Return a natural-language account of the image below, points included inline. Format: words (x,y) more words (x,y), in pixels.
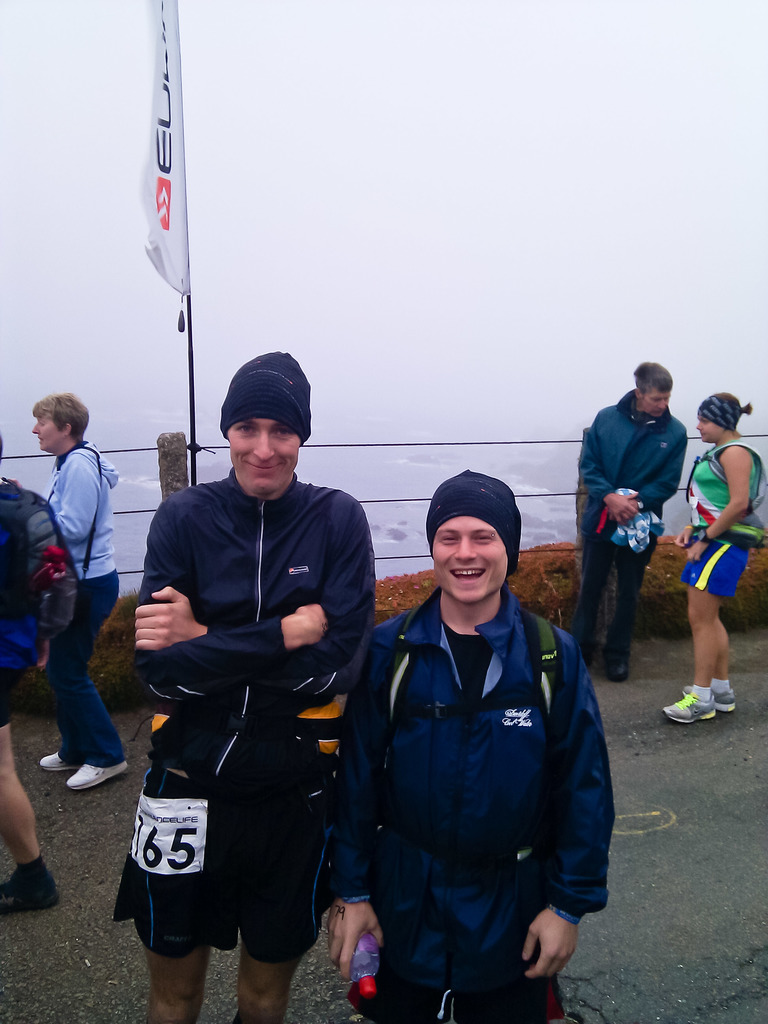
In the foreground of the picture (323,641) there are two person (304,710) standing wearing blue jacket (328,561). On the left (19,839) there are two people (7,787) walking. On the right (603,470) there are two persons (723,685) standing. In the center of the picture (408,445) there is a flag (163,143) and railing (581,540), behind the railing (499,443) there is water (353,463). Climate is foggy.
